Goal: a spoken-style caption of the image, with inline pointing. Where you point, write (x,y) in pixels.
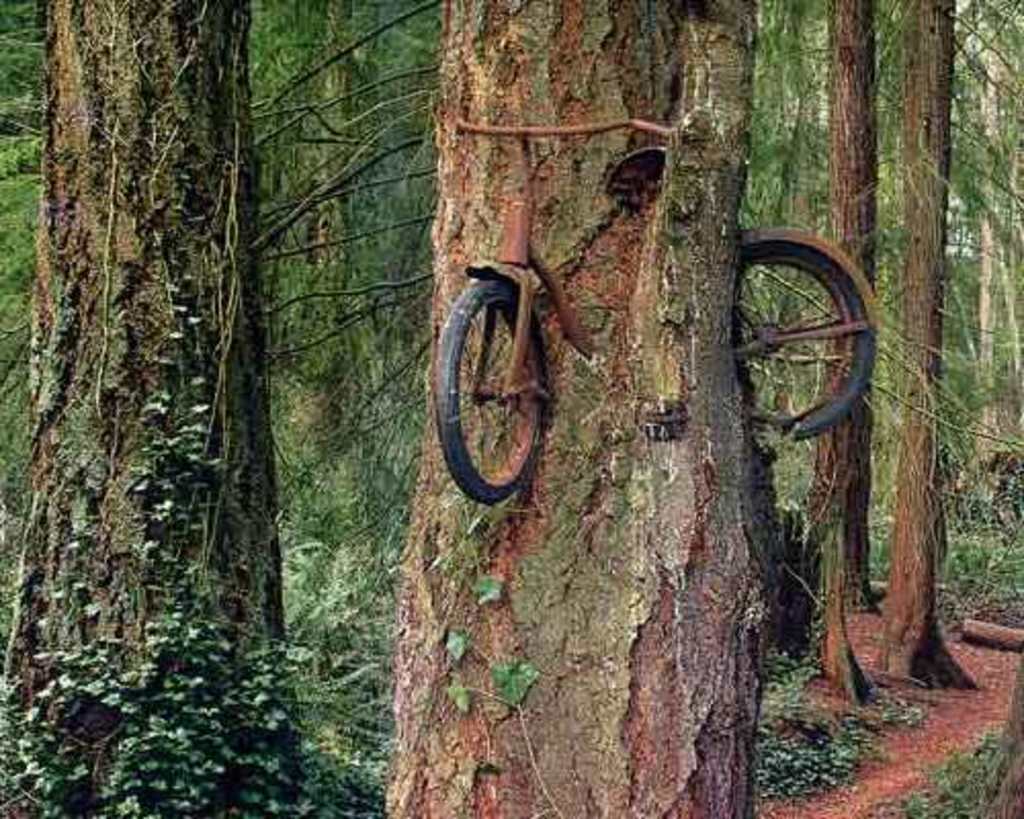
In this picture I can see a bicycle (786,338) stuck into the tree trunk (723,339), and in the background (868,239) there are trees (962,403).
